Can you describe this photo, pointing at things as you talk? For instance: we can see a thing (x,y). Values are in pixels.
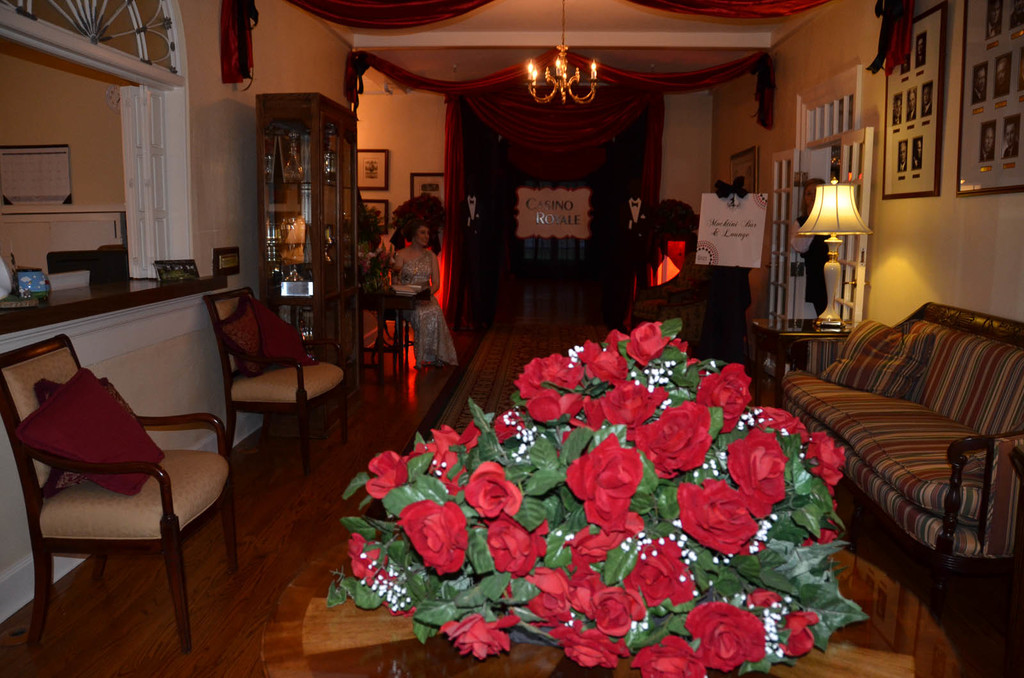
In this picture we can see a sofa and some chairs (24,385) near the desk (136,290) and a shelf (299,227) where some things (297,223) are placed and a lady (435,288) sitting in the corner and some red flowers (607,394) and some photo frames (903,81) to the wall (878,74) and a lamp (817,230).
